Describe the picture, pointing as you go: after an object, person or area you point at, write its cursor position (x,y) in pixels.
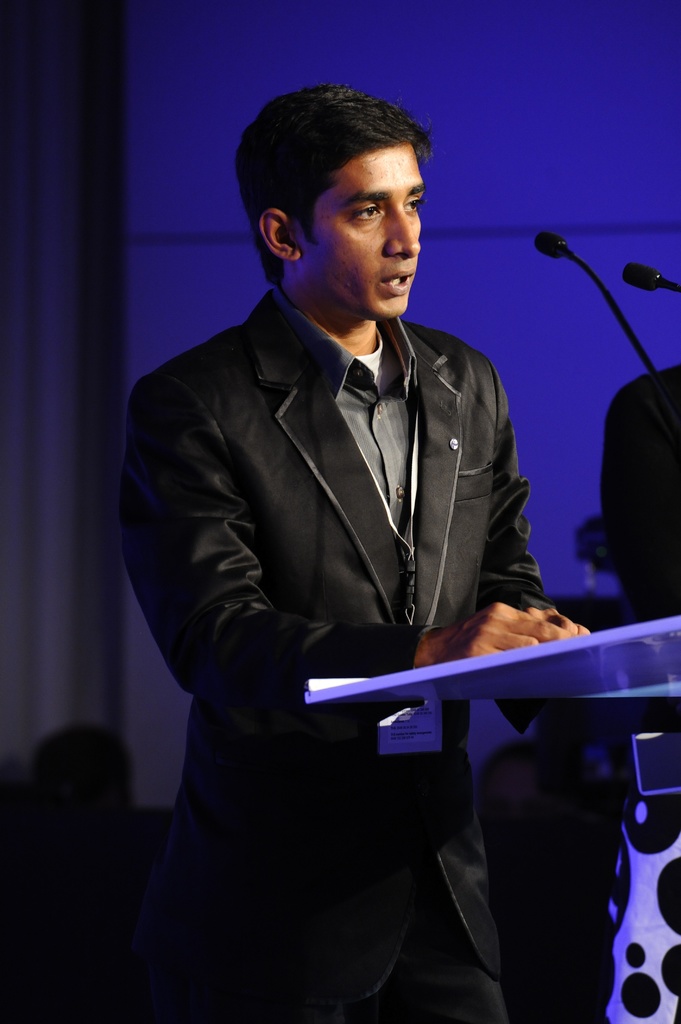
In the center of the picture (403,366) there is a person (397,363) standing wearing a black suit (378,511). On the right (465,682) there is a podium (587,654), on the podium (556,645) there are two mics (650,285). In the background (231,88) it is wall (337,71). On the left (95,497) it is blurred.
